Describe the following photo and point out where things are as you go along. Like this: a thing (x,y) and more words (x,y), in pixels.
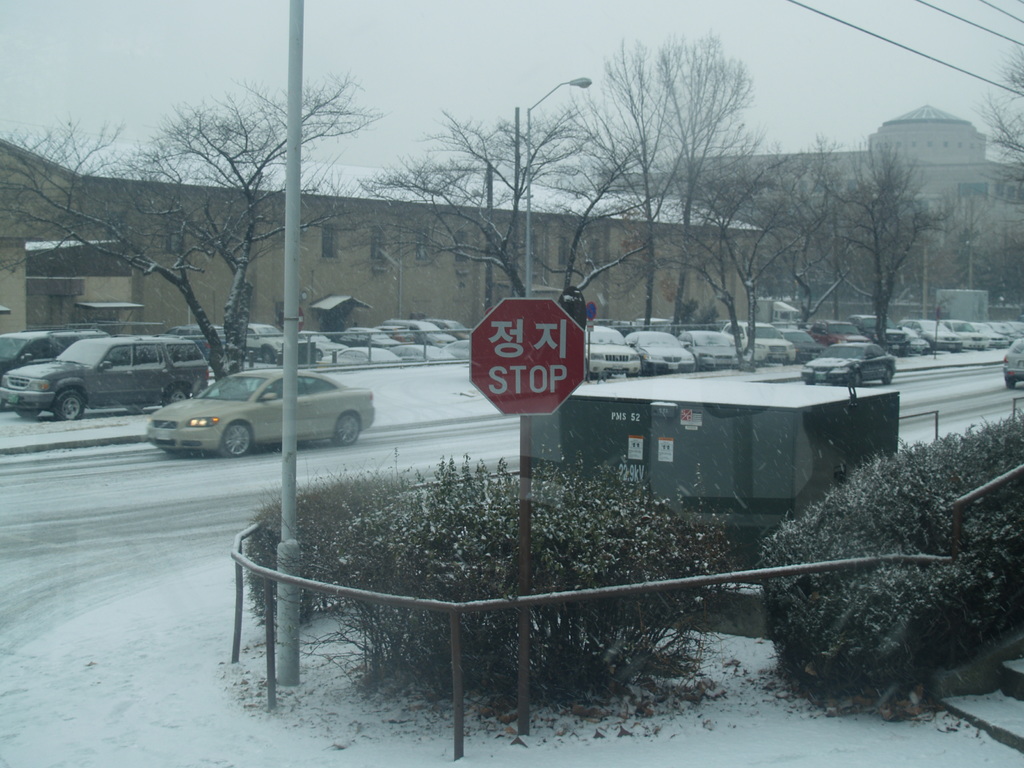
In this picture we can see vehicles (223,430) are moving on the road (227,465), side we can see few vehicles (275,354) are parked, we can see some buildings (384,274), trees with a little snow (24,752).
